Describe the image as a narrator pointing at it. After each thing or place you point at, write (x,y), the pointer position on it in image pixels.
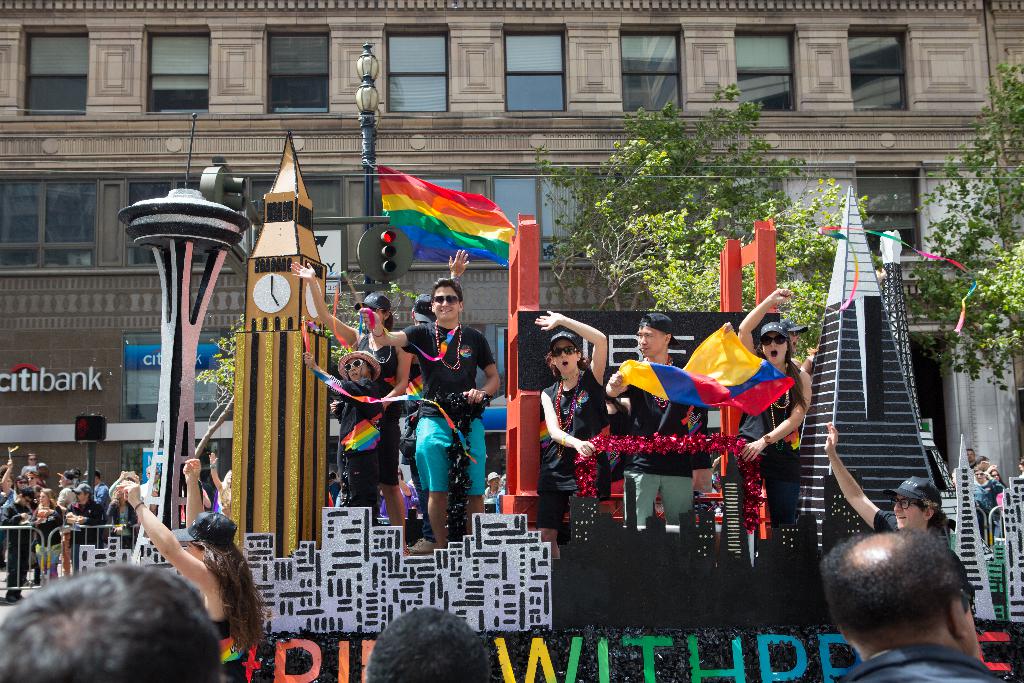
In this image I can see few buildings (391,131), windows (648,86), trees (776,198), flags (416,238), light poles (373,150), traffic signals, fencing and few people (853,548) around. I can see few people (640,462) are standing and holding colorful objects (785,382) and flags (704,378).
